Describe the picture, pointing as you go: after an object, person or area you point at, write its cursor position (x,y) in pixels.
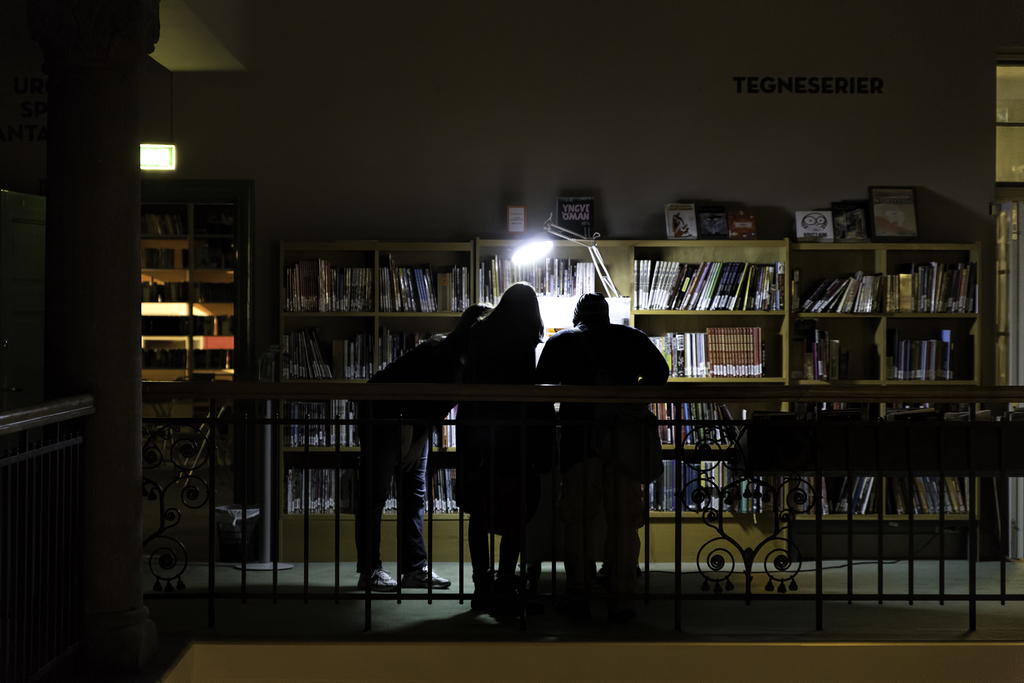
In front of the image there is a metal rod fence (245,454) with a pillar (92,351), behind the pillar (92,351) there are a few people (464,457) standing. In front of them there are books (305,299) on the bookshelves (690,316). On top of the wall (744,178) there is some text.
